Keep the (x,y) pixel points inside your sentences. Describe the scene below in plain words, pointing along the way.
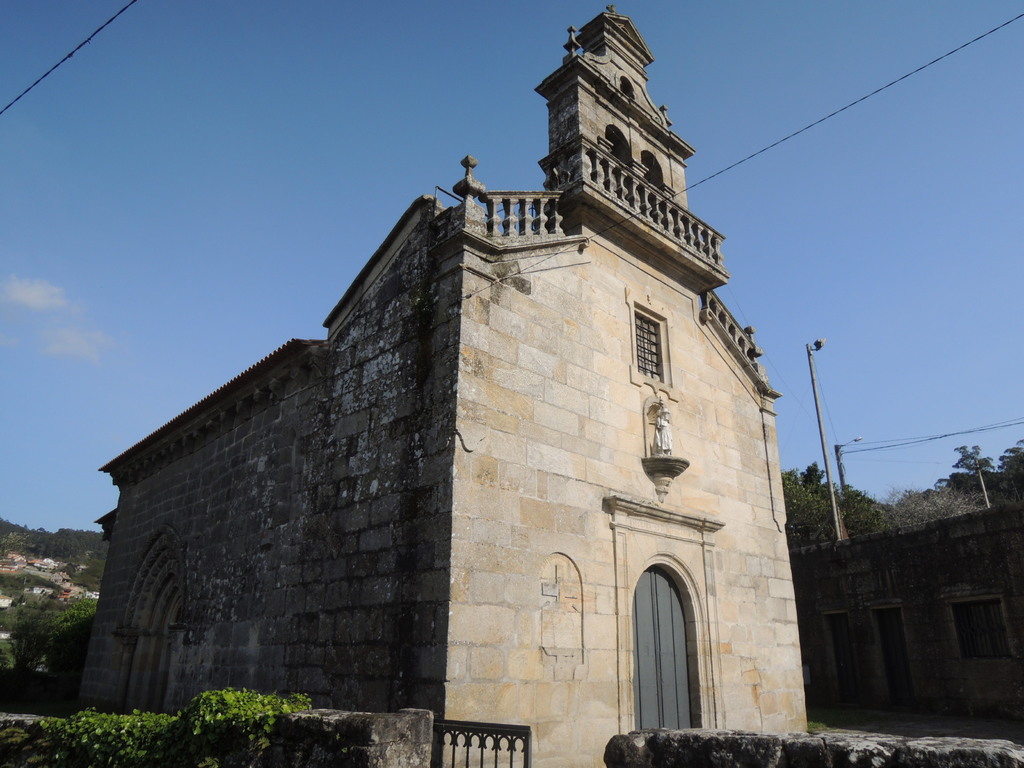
This picture shows a building (449,480) and we see a wall (629,732) with a metal Gate (454,742) and we see poles (823,431) and trees (1017,450) and a clear Sky (292,150).
